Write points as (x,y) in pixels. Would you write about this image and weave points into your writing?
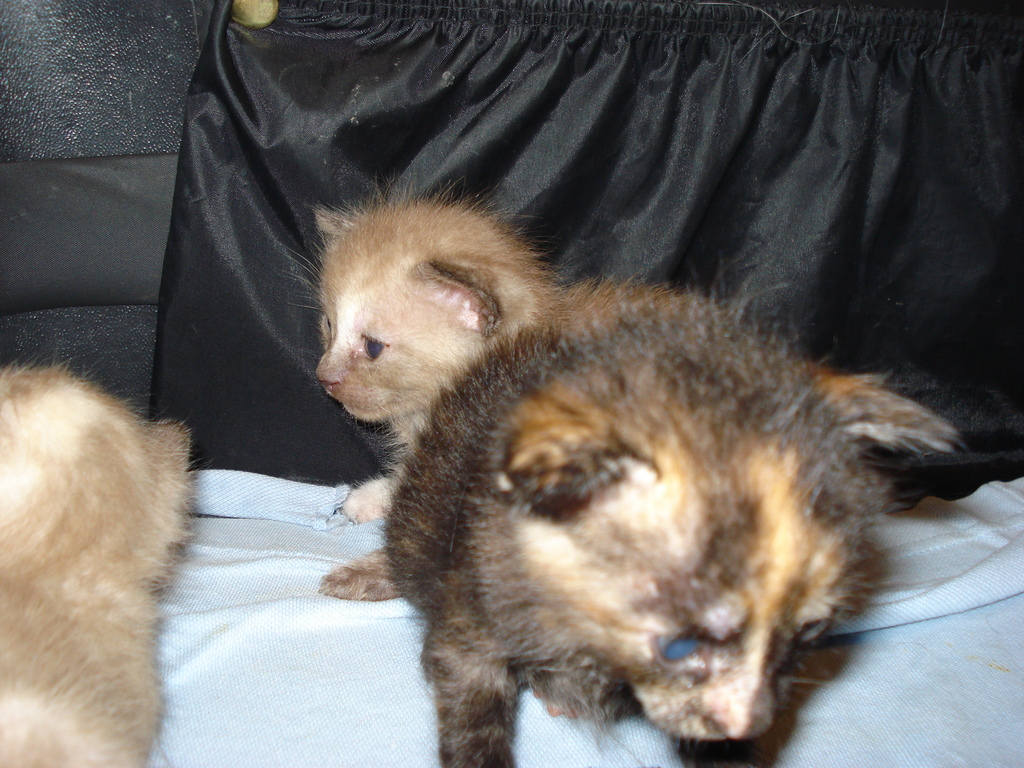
There are kittens (543,392) in the foreground area of the image (405,446), it seems to be a black color curtain (545,138) in the background area (568,160).
